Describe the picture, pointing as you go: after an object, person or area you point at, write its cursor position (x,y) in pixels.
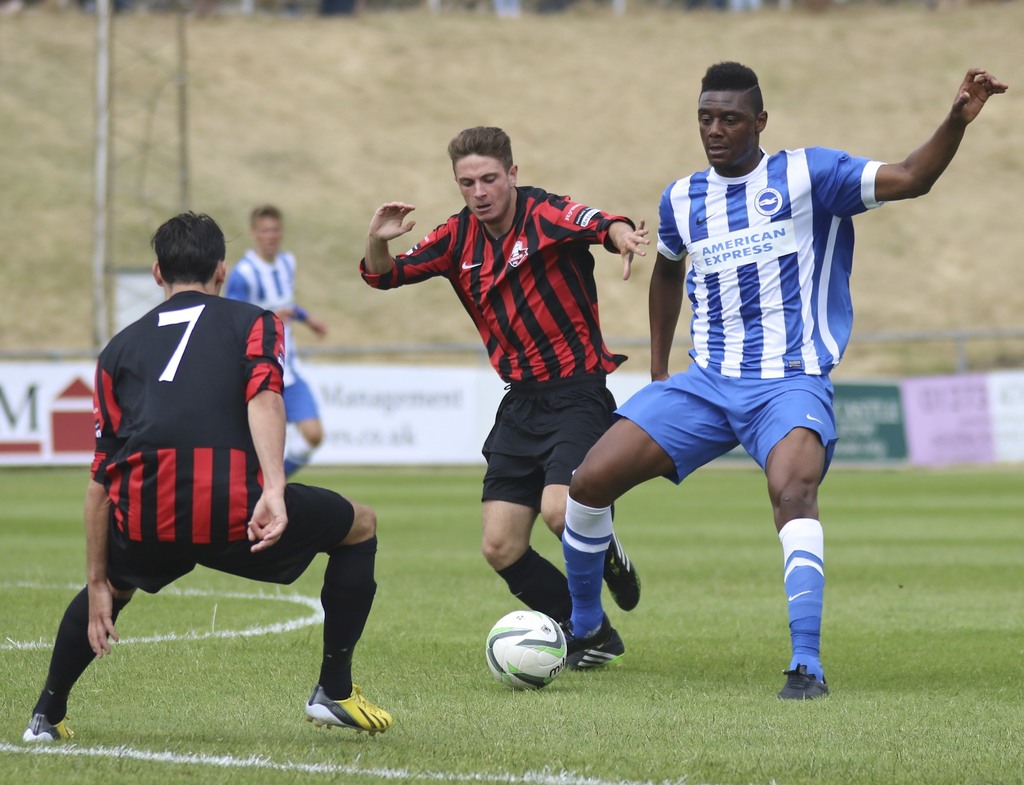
In this image there are four persons (567,229) playing football. The person (767,356) at the right corner (756,305) is trying to kick the ball (545,650) wearing white and blue shirt (743,296) and wearing socks (798,649) and shoe (796,679). Person (534,418) at the middle of image (561,286) is wearing red and black shirt (523,307). They are playing on grassy land (722,712).
